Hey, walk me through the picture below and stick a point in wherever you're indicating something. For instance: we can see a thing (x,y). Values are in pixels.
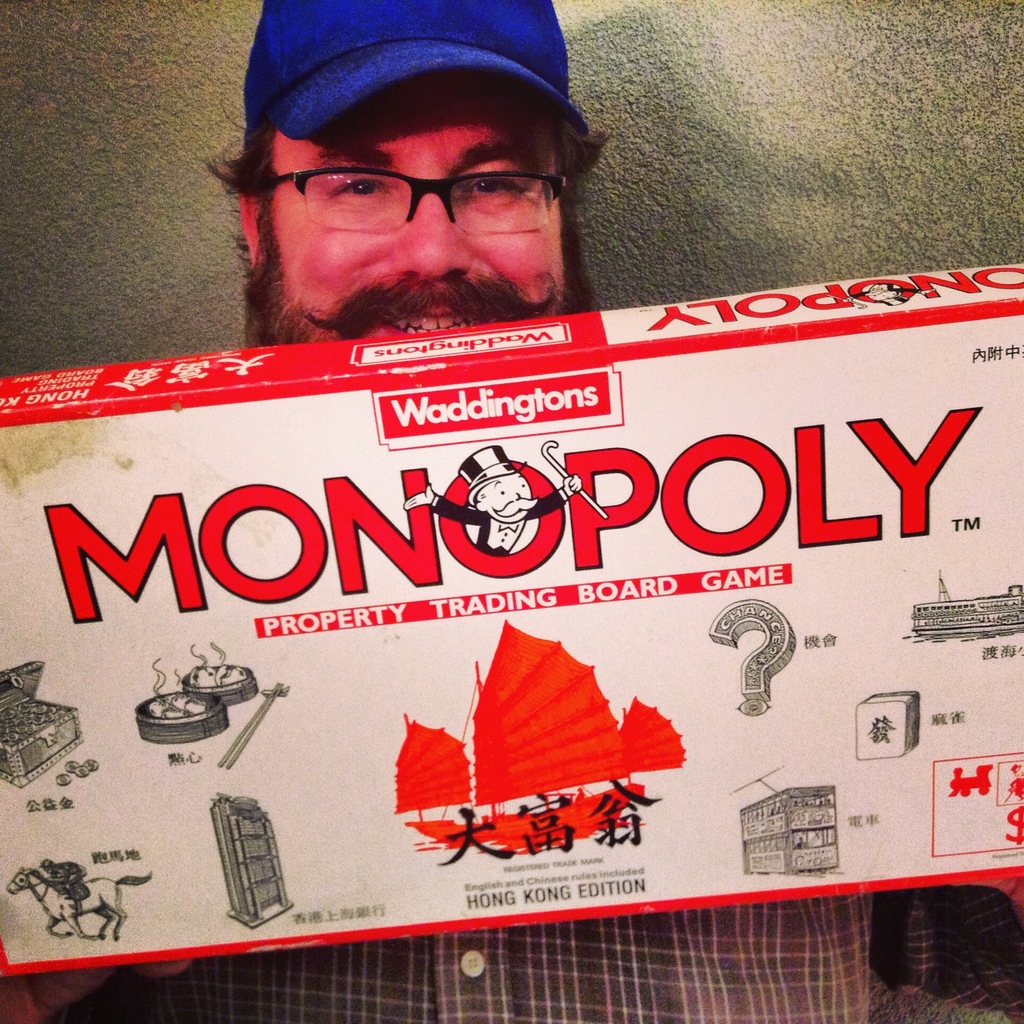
In this image there is one person (387,230) standing and holding an object (509,623) as we can see in middle of this image (433,646). There is a wall (657,177) in the background (144,165).
